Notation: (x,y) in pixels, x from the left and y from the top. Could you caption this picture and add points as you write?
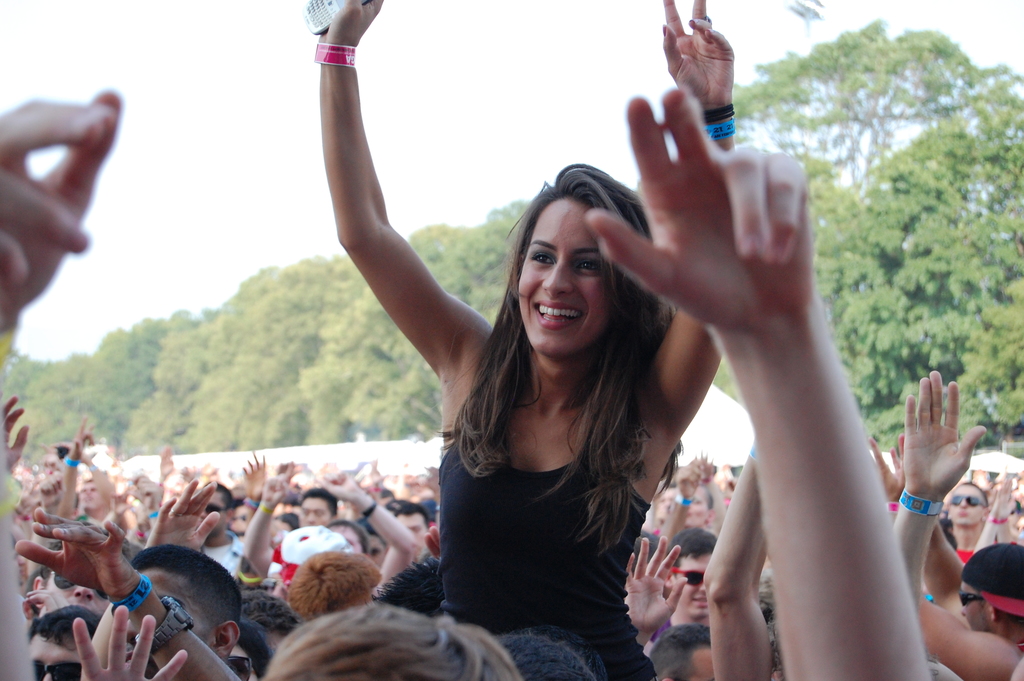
In the front of the image (239,591) I can see crowd (137,508), among them a woman (475,354) is holding a mobile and smiling. In the background of the image (850,330) there are trees (219,359) and sky (196,137).
